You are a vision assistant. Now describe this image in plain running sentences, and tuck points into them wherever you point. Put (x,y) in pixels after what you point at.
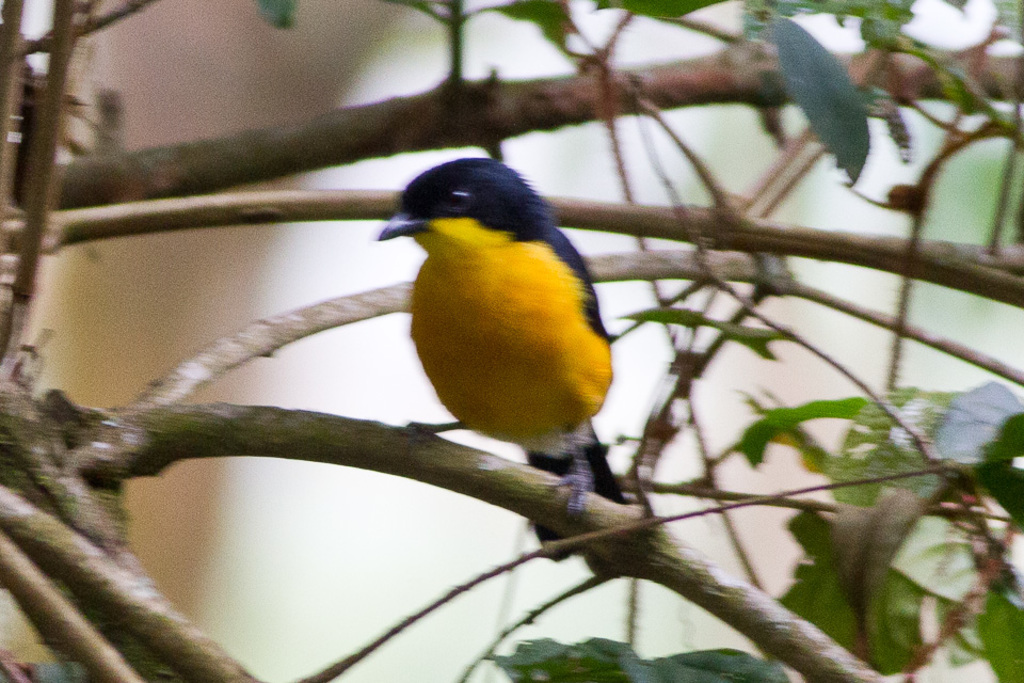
It is a blur image. In this image, we can see a bird (537,406) is on the tree branch (534,512). Here we can see branches (990,286), stems (630,96) and leaves (720,656).
